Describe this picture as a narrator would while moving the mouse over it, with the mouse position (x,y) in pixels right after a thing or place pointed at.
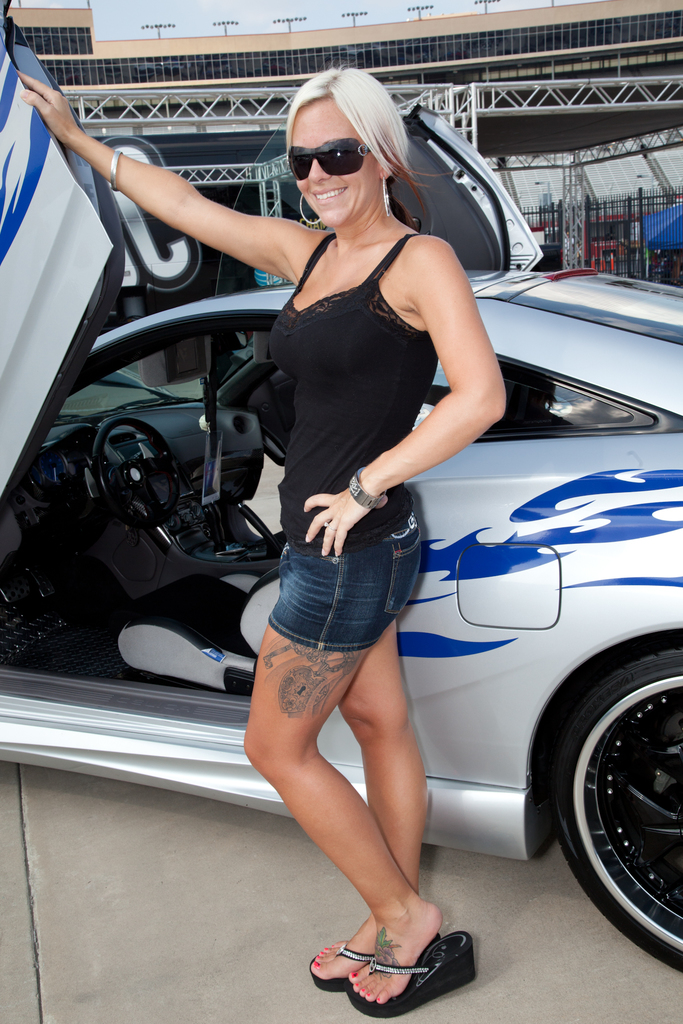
In the foreground of this picture (373,485), there is a woman (344,618) standing near a car (529,593). In the background (572,32), there is a stadium (522,23), light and the sky (150,3).
